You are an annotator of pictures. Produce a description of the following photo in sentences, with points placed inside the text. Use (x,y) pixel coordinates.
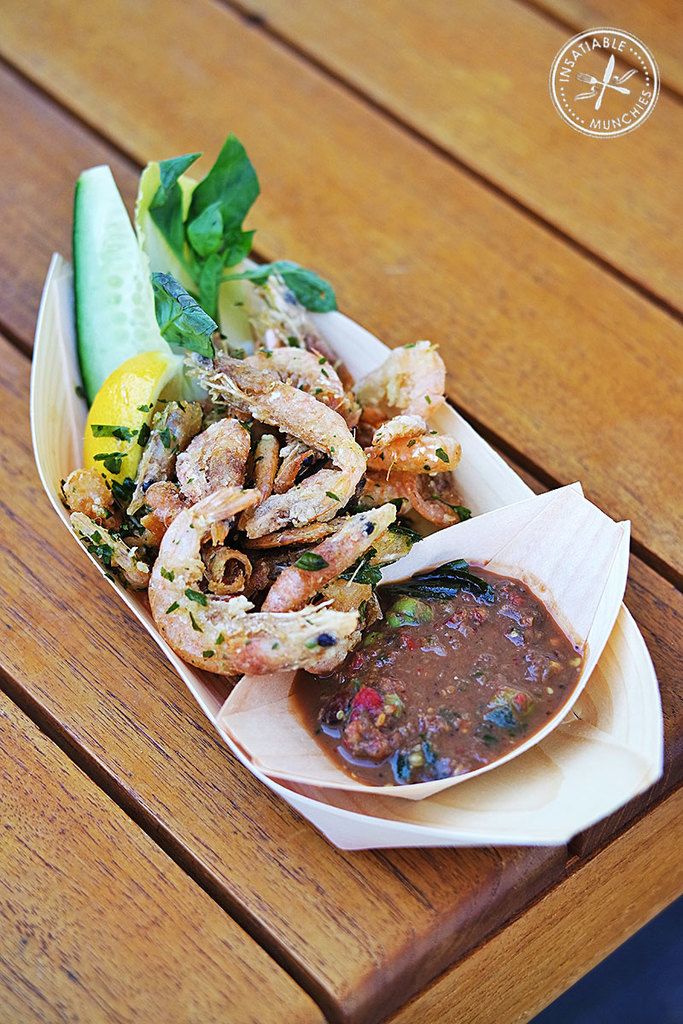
In this image we can see a serving plate (385,350) with food (429,578) in it and is placed on the table (446,272).
